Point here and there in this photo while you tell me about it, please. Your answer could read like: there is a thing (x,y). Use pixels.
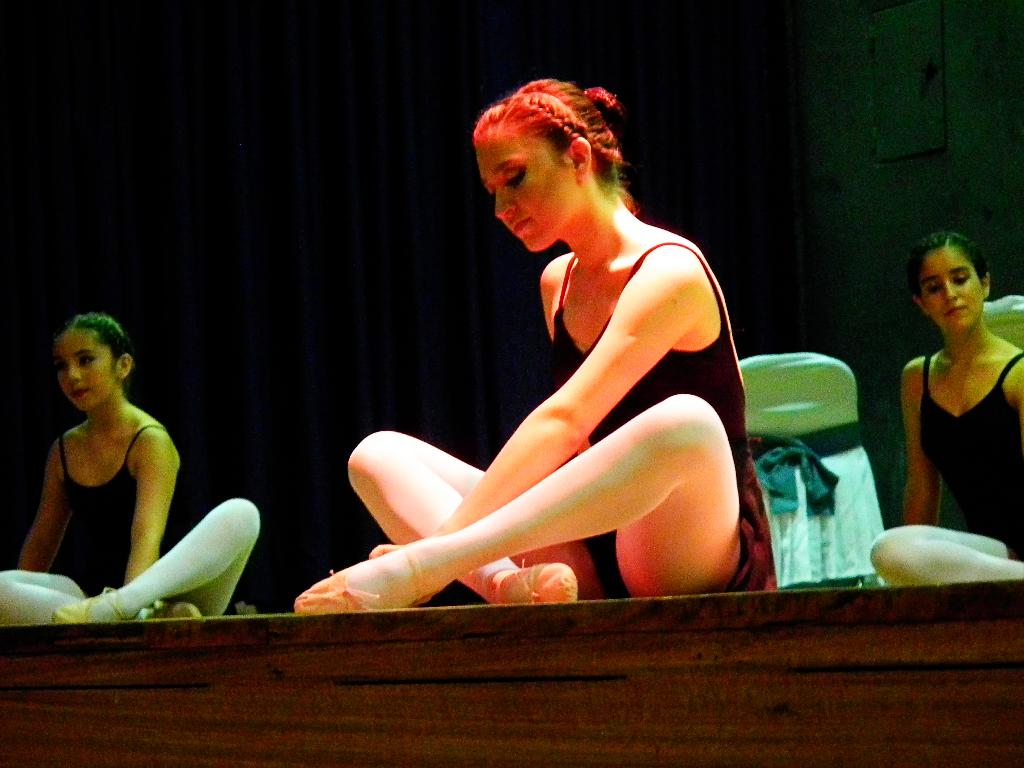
In this image we can see three women (693,469) sitting on the stage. On the backside (527,378) we can see a curtain (527,381) and a chair (799,419) dressed with a cloth (793,513).
